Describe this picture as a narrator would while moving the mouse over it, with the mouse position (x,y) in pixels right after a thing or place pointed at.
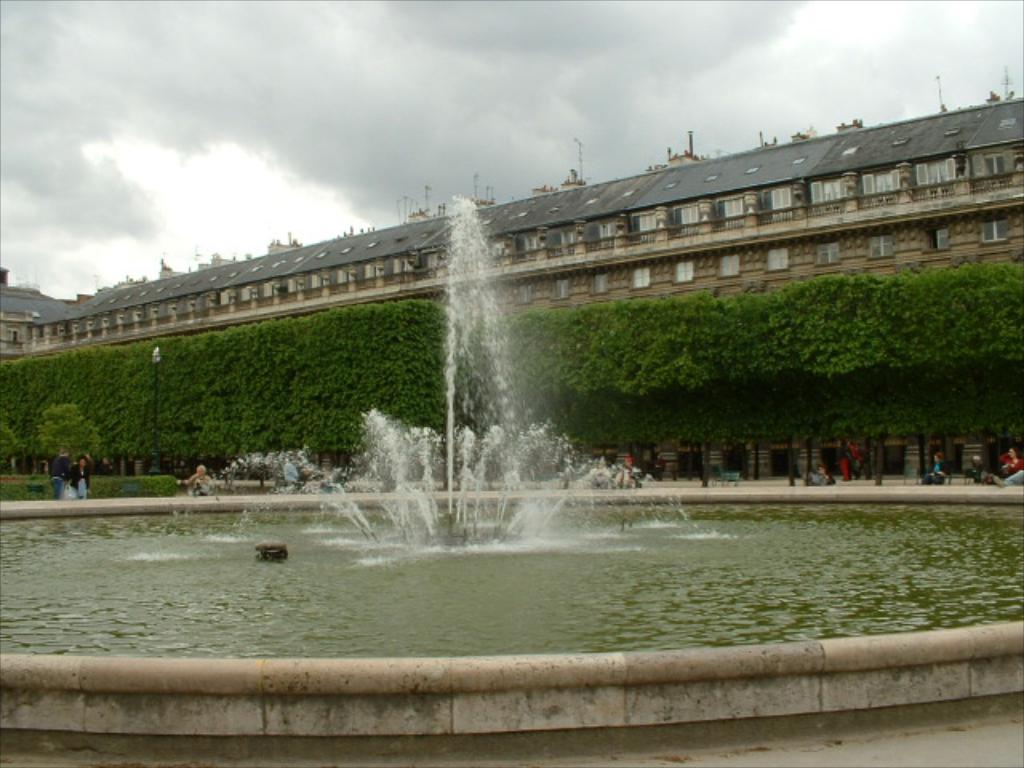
In this picture I can see a water fountain (302,685), there are group of people (845,464), benches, trees (559,330), there is a building (505,207), and in the background (447,192) there is sky (455,139).
